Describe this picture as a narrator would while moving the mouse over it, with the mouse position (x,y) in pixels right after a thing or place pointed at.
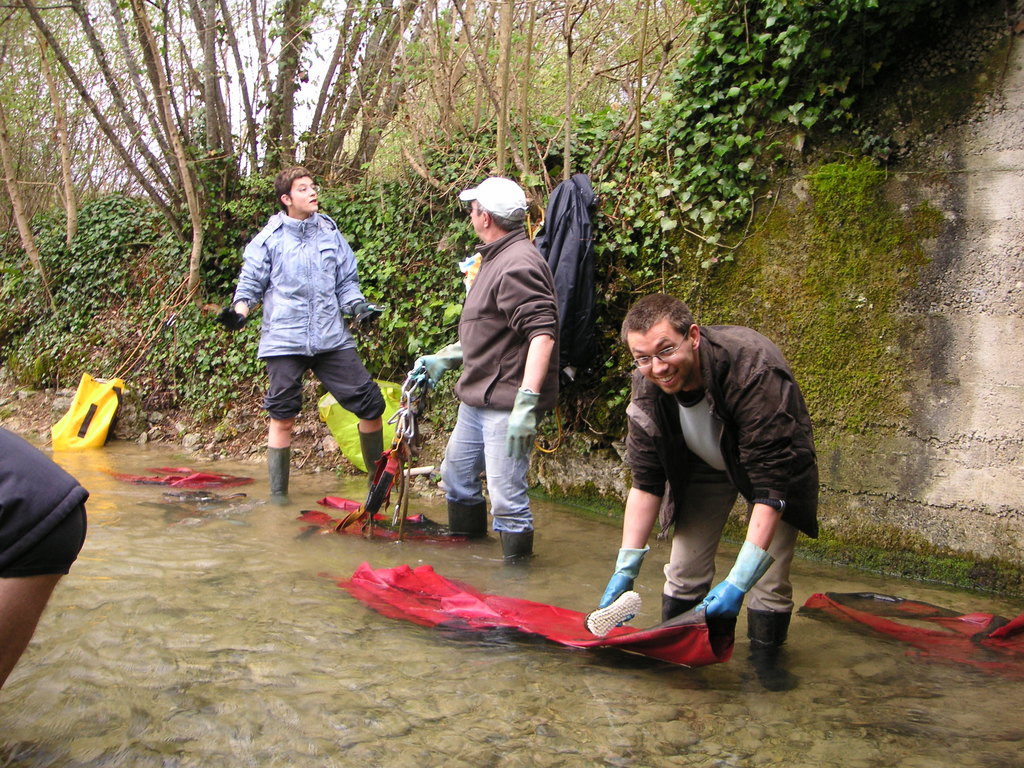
In this picture, we see three people (715,606) standing in water (485,549). The man (643,547) on the right corner of the picture (738,446) wearing black jacket (664,496) is holding a red color sheet (636,628) and a brush (600,629) in his hands (609,595) and he is smiling. Beside him, the man (522,344) in brown jacket (506,314) who is wearing a cap (505,196) is holding something (379,462) in his hand (420,368) and he is talking to the man (339,369) on the opposite side who is wearing a blue jacket (297,342). Beside them, we see a yellow color bag (97,407) and there are many trees (341,89) in the background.
